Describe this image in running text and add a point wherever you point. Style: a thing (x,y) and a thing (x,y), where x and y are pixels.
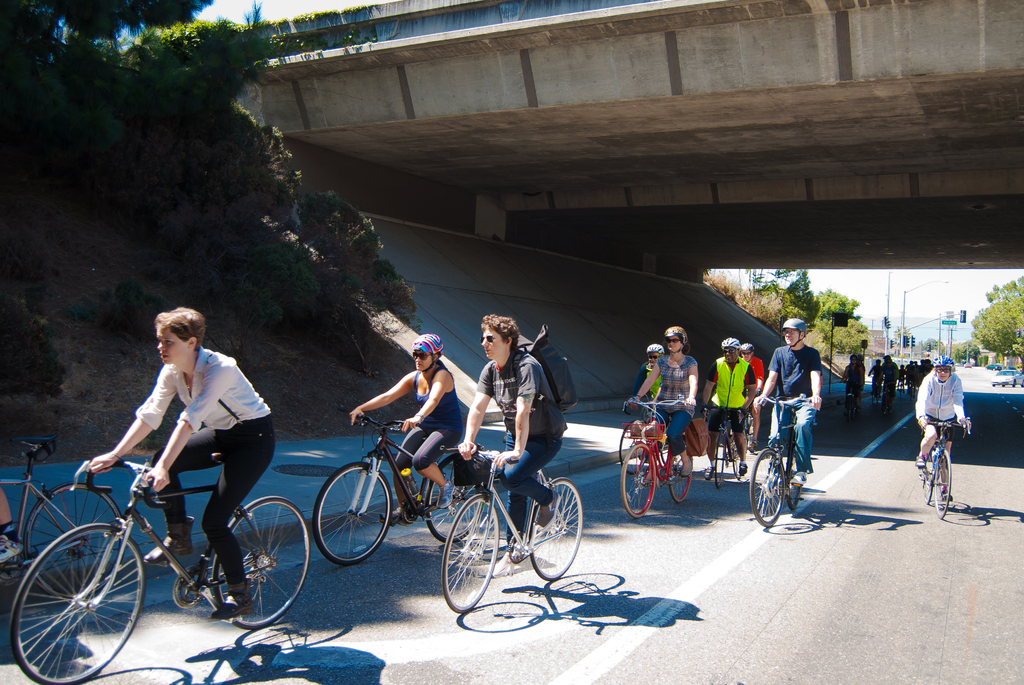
In this image I can see the road (635,590). I can see some people (534,419) are sitting on the bicycle (482,512). On the left side (301,285) I can see the trees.
